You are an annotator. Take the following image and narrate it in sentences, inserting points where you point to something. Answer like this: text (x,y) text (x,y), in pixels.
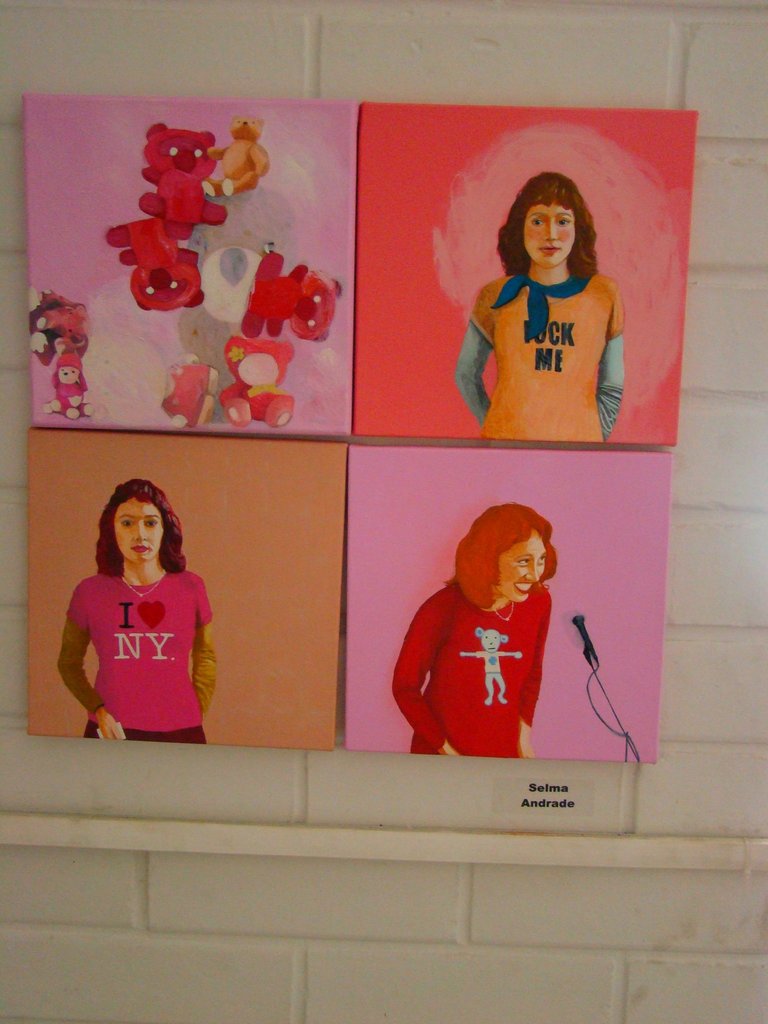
This image is taken indoors. In the background (546,773) there is a wall (564,909). In the middle of the image (407,534) there is a board (359,641) with an art (279,655) of teddy bears (213,236) and a girl (467,589) on it.
